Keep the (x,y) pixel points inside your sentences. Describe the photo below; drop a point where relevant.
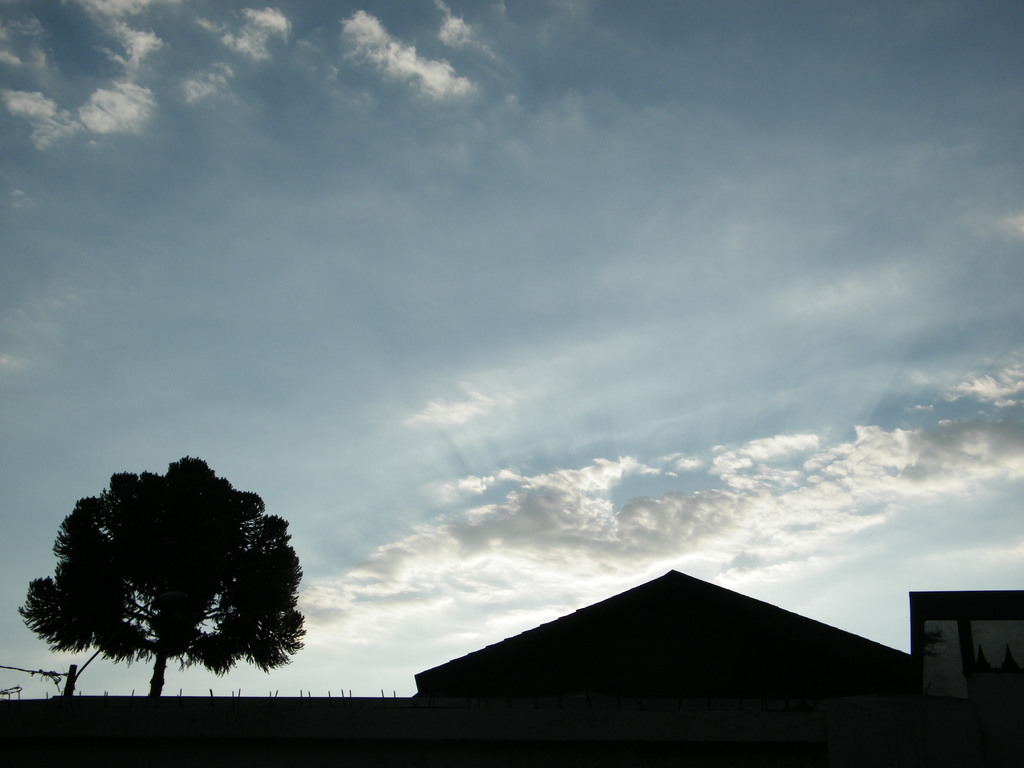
In this image there is a house (712,651), a tree (127,562), and in the background (533,400) there is sky (587,280).
